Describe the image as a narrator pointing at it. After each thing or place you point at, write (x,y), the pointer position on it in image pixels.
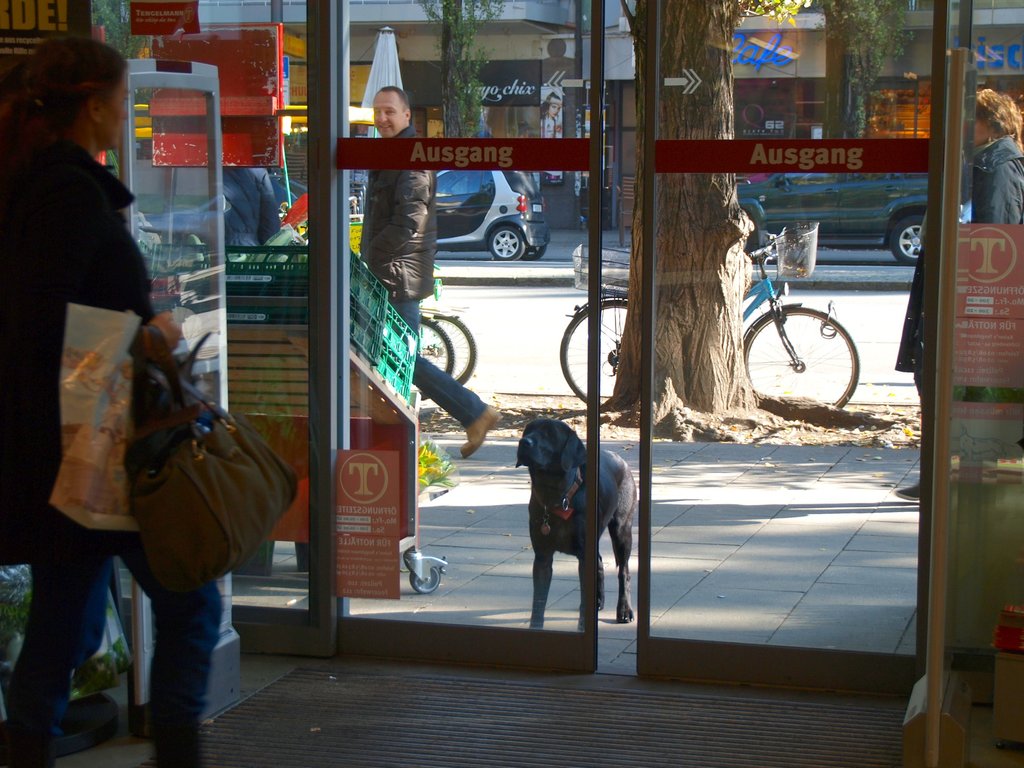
In the foreground (251,366) I can see a woman (182,599) is holding a bag (197,572) in hand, houseplant (17,613), machine (208,224), glass doors (721,516) and a dog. In the background (666,232) I can see four persons (910,326) on the road (797,298), bicycle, vehicles (779,200), trees (666,175), shops (523,118) and buildings (735,133). This image is taken may be during a day.
